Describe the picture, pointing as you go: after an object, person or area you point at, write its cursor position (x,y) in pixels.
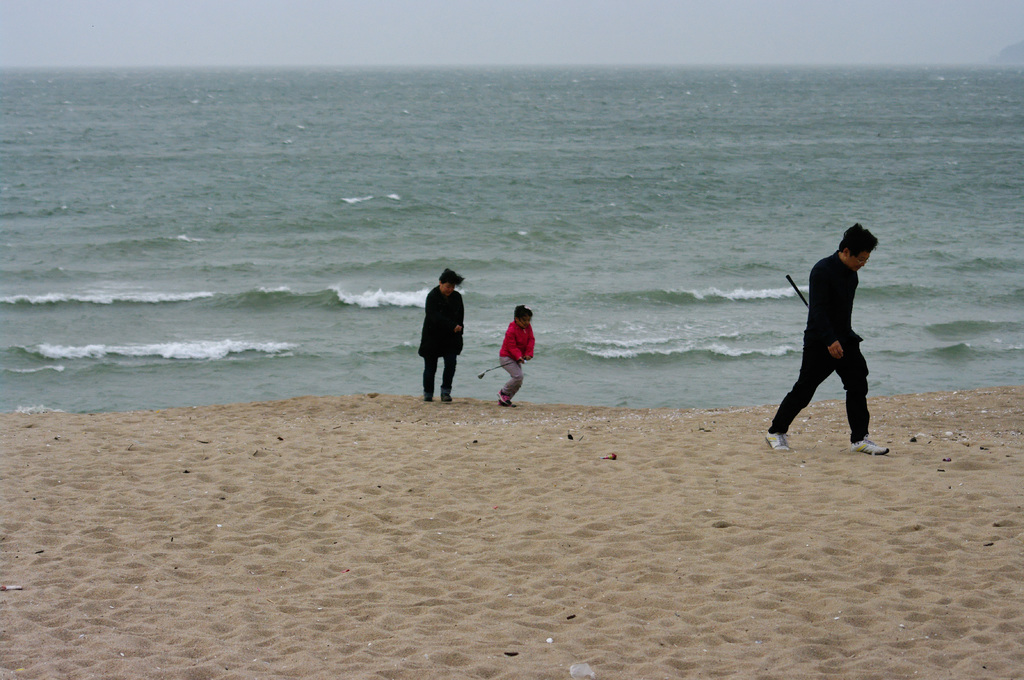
In this image in the center (446,352) there are three persons (450,394) who are walking, and at the bottom (461,491) there is sand (886,545). In the background (891,280) there is a beach (154,175), and at the top of the image (162,19) there is sky (520,49).
